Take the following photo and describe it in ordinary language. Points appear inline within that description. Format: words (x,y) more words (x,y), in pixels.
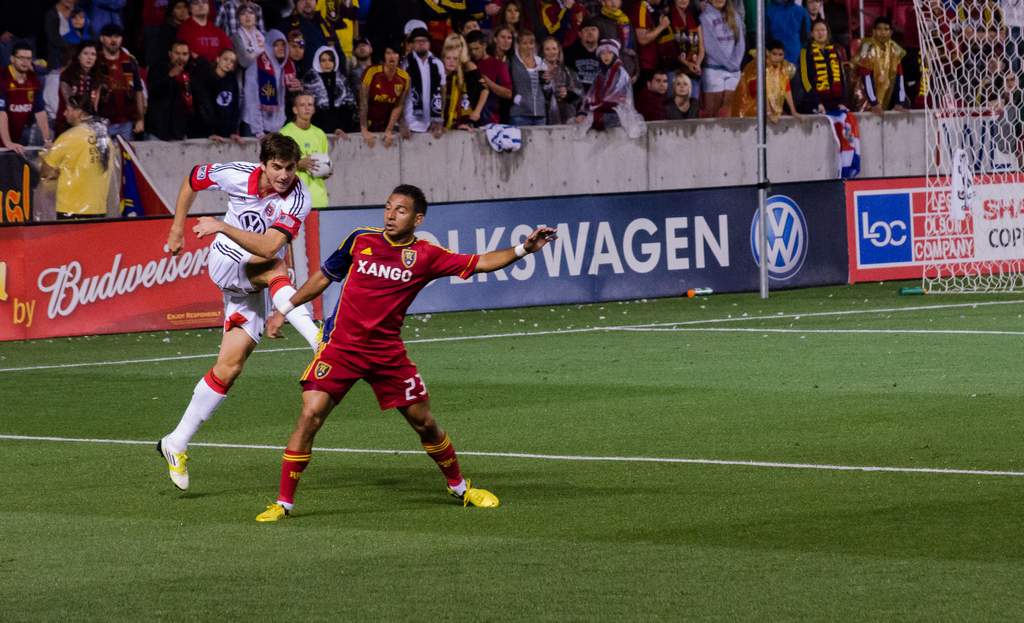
In this image in the center (376,364) there are persons (321,379) playing. In the background (311,150) there is a person (306,136) wearing a green colour t-shirt (325,148) standing and holding a ball (313,163) and there are persons (245,97) standing watching a game and there are banners (326,254) with some text (659,240) written on it. On the right side (990,235) in front of the banner (980,215) there is a net (1001,234) which is white in colour. On the ground (741,404) there is grass (783,433).
